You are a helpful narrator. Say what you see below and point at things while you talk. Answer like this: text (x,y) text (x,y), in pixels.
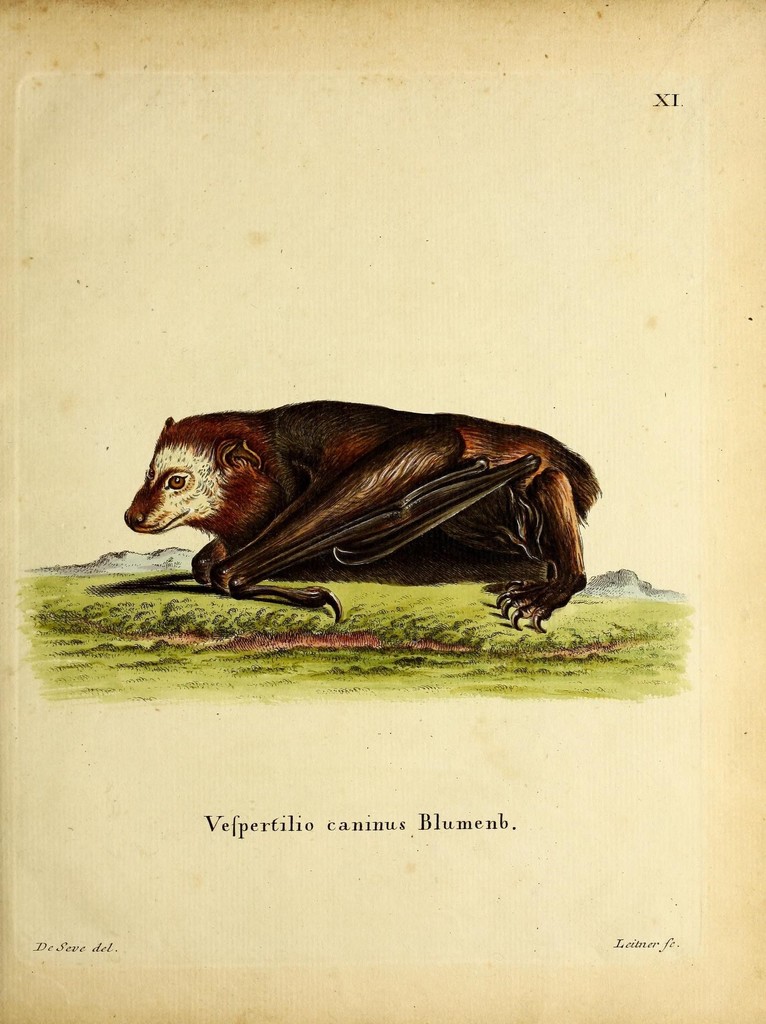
This image consists of a poster (303,651) with an image of an animal (307,502) and there is a text (388,832) on it.
